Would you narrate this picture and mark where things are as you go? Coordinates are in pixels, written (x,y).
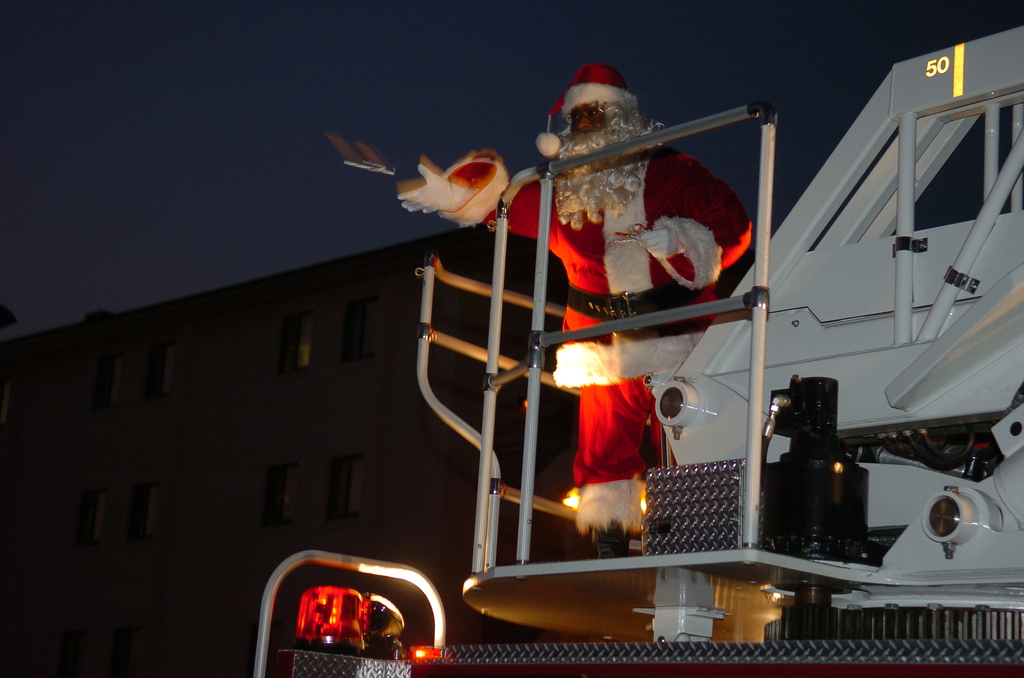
In this image there is a santa claus (702,329) standing on some vehicle (655,531) behind him there is a building (248,523).
